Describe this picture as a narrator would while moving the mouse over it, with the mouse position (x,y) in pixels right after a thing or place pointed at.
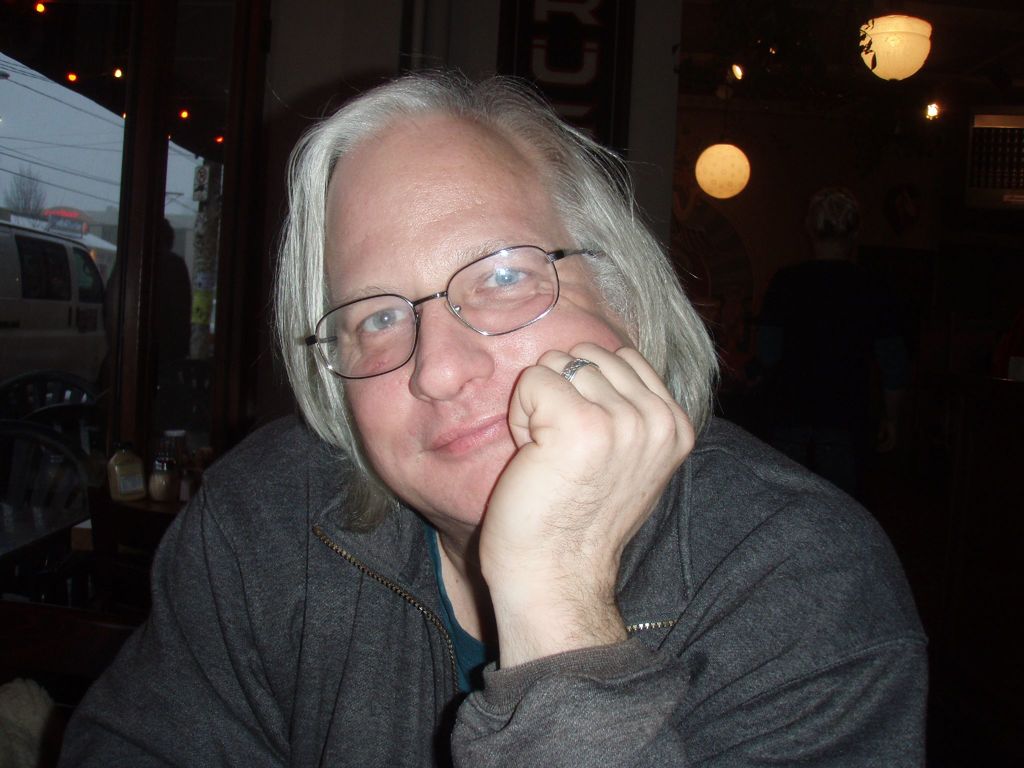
In this image there is a man (573,549) in the middle (567,454) who kept his hand (594,449) on his face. On the left side (156,499) there is a table (142,502) on which there are jars (150,478) and bottles (130,482). Beside the table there is a glass (50,259) through which we can see that there is a van (56,269) on the road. On the right side (724,168) there are lights (733,150).
